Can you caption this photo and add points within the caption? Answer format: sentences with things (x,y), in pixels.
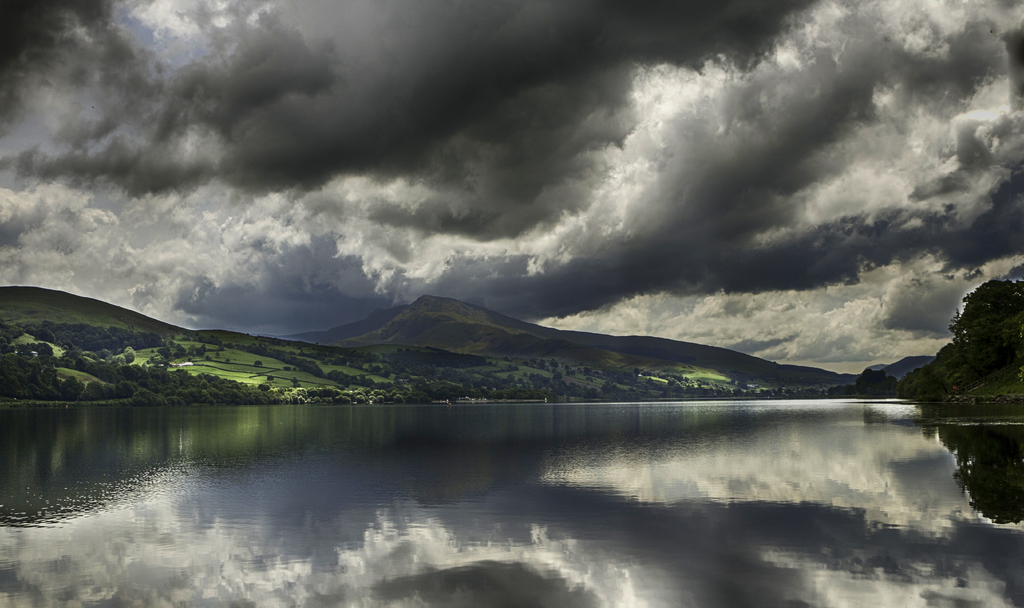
In the picture we can see water (558,554) and far away from it, we can see hills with a grass surface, plants (665,394) and some trees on it and behind it we can see the sky (410,272) with clouds (809,339).
